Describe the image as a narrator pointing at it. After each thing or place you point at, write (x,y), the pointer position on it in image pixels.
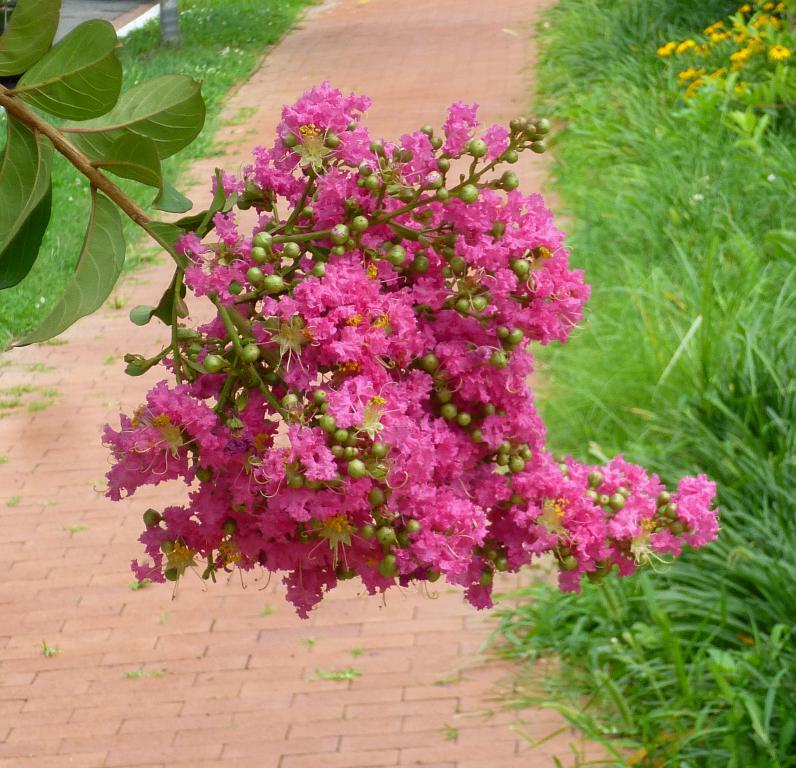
In this image there are pink flowers (383,319) in the middle (370,313). There is grass (639,243) on either side of flowers (377,266). At the bottom (108,626) there is a way (78,461) which is made up of bricks (150,697).
